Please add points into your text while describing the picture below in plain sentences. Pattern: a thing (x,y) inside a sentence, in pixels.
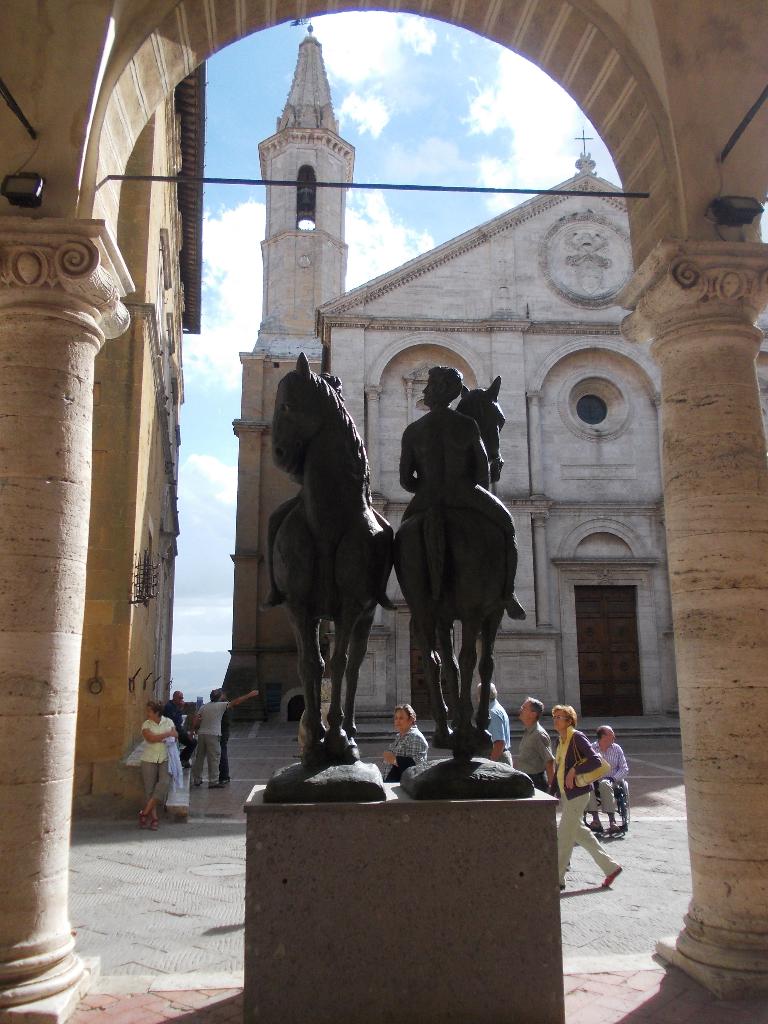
In this image I can see a black color statue (383,604). Few people (385,758) are walking. Back I can see a building (564,295) which is in cream color. The sky (461,183) is in white and blue color.
